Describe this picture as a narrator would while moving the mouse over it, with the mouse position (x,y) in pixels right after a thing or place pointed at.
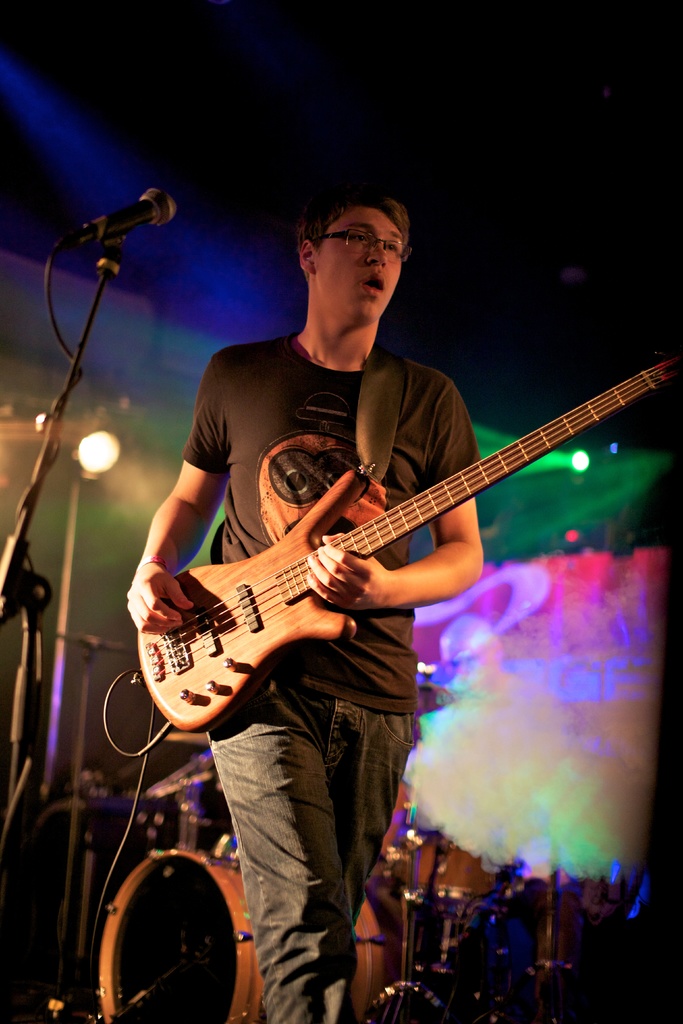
This person (284,896) standing and holding guitar (285,558) and singing. There is a microphone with stand (41,462). Behind this person (284,752) we can see musical instrument (204,898) and focusing light (583,453).
